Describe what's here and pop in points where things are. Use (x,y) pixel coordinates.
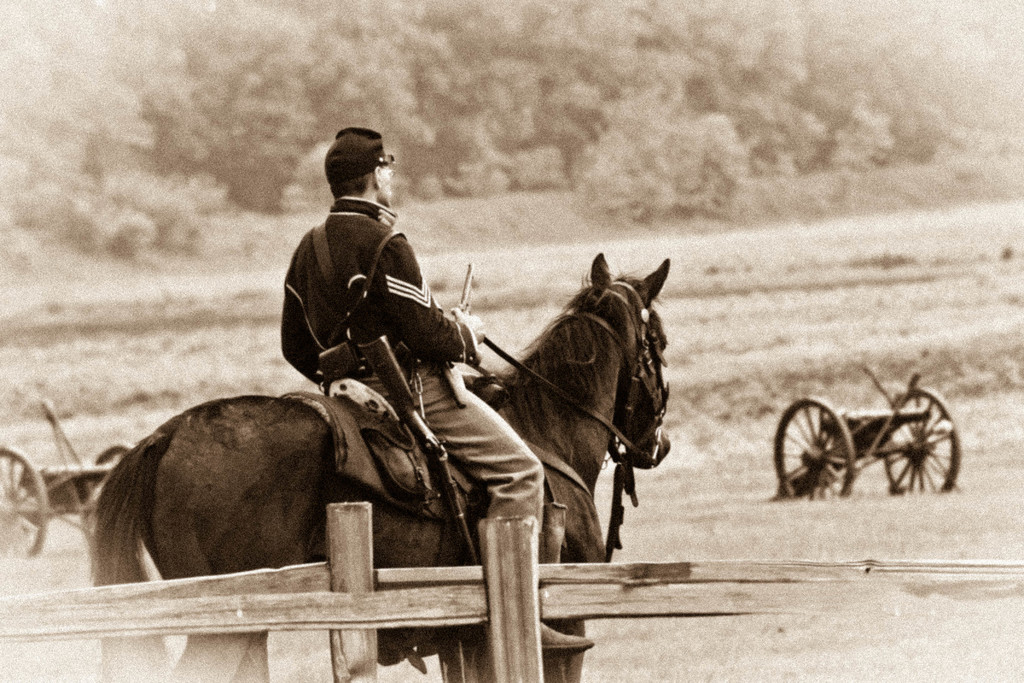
This image is a black and white image. This image is taken outdoors. In the background (227,153) there are many trees (695,123) and plants (716,187) on the ground (155,345). On the left side of the image (22,482) there is a cart (50,476) on the ground (52,532) and a man (329,373) is riding on the horse (403,543). On the right side of the image (845,479) there is a cart (916,481) on the ground (883,484). At the bottom of the image (341,594) there is a wooden fence (333,589).
